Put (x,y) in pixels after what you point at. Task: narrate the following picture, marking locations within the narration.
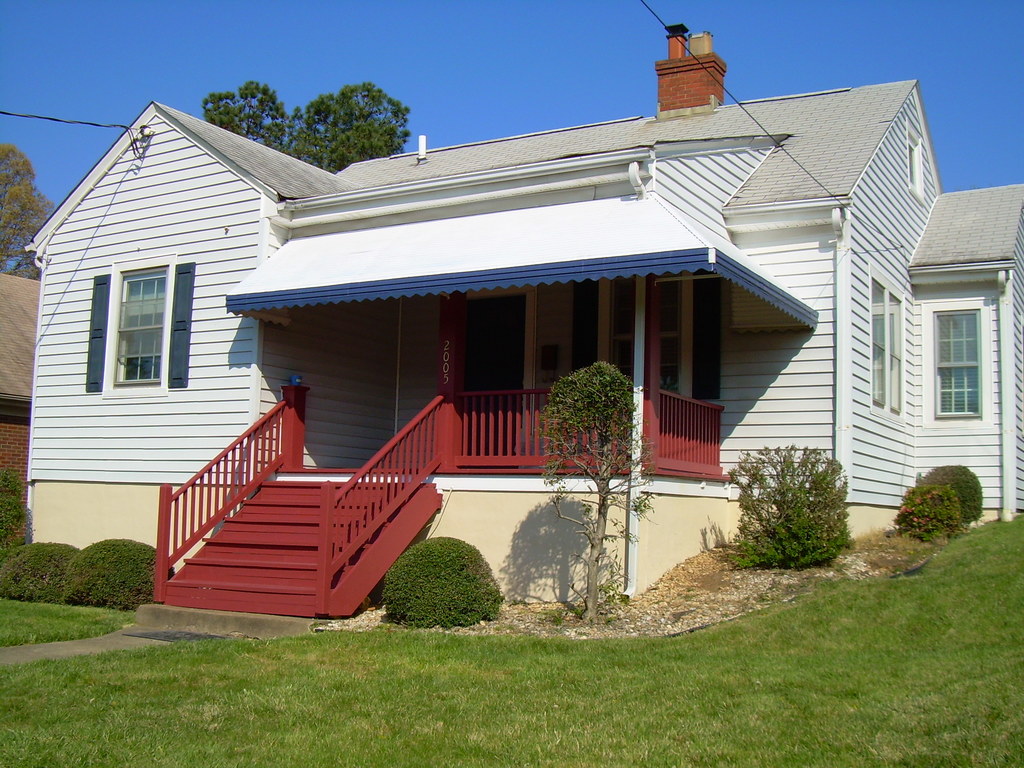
In this picture we can see there are houses (407,336) and in front of the house (595,311) there are plants (589,619) and grass (456,649) and behind the house (238,301) there are cables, trees (22,196) and a sky (514,46).
